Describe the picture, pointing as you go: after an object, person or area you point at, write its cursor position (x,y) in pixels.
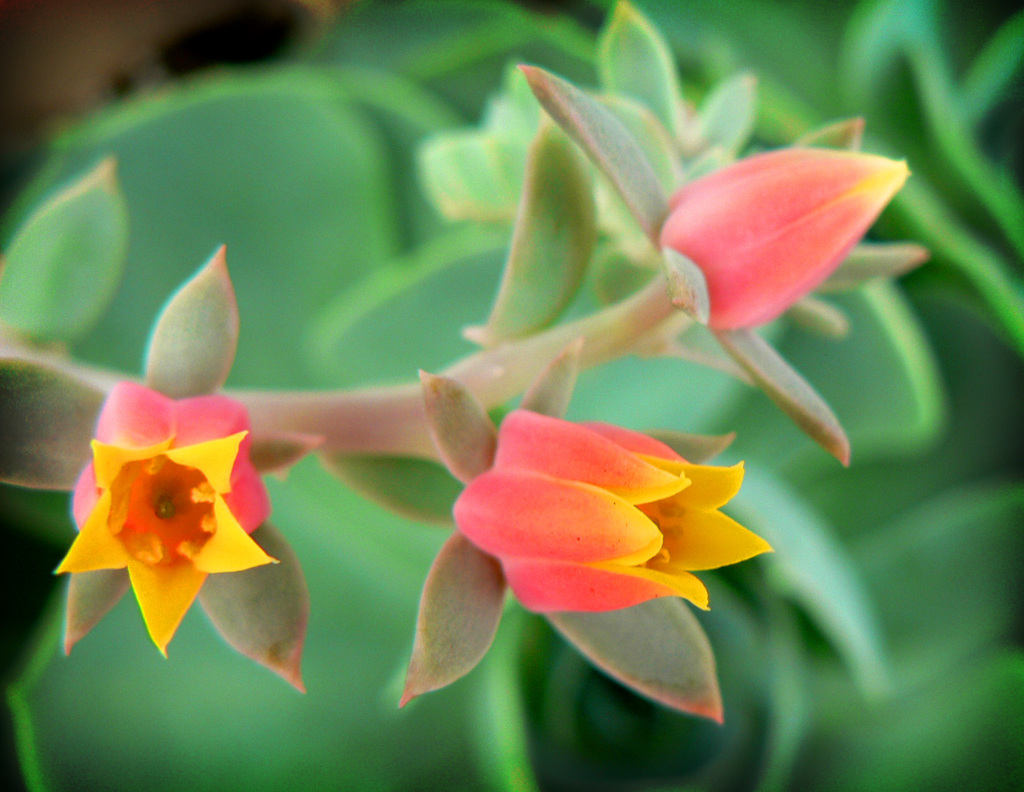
In this image we can see flowers (507,502) to a plant (67,276). The background of the image (417,588) is blurred.
